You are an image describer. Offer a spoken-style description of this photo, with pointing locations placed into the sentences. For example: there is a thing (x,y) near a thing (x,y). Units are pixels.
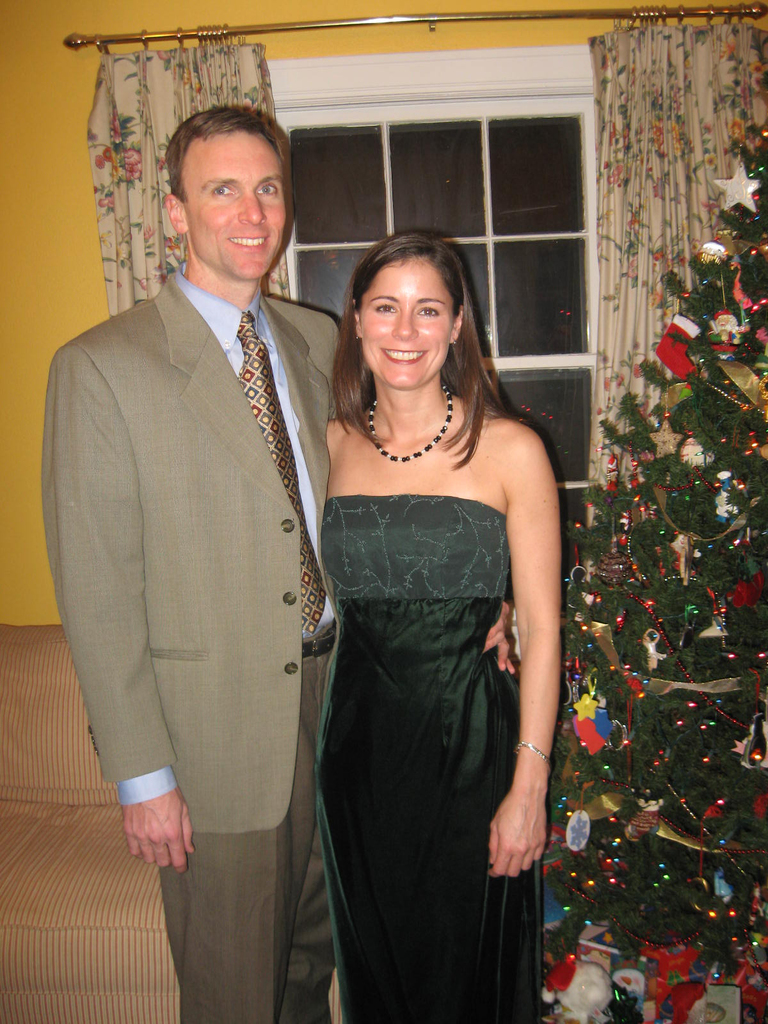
In the foreground of this image (280,200), there is a couple (430,586) standing and posing to a camera. On the right (635,578), there is a Xmas tree (602,852). In the background (26,822), there is a couch (33,789), wall (70,54), curtain (242,56) and a window (463,168).
